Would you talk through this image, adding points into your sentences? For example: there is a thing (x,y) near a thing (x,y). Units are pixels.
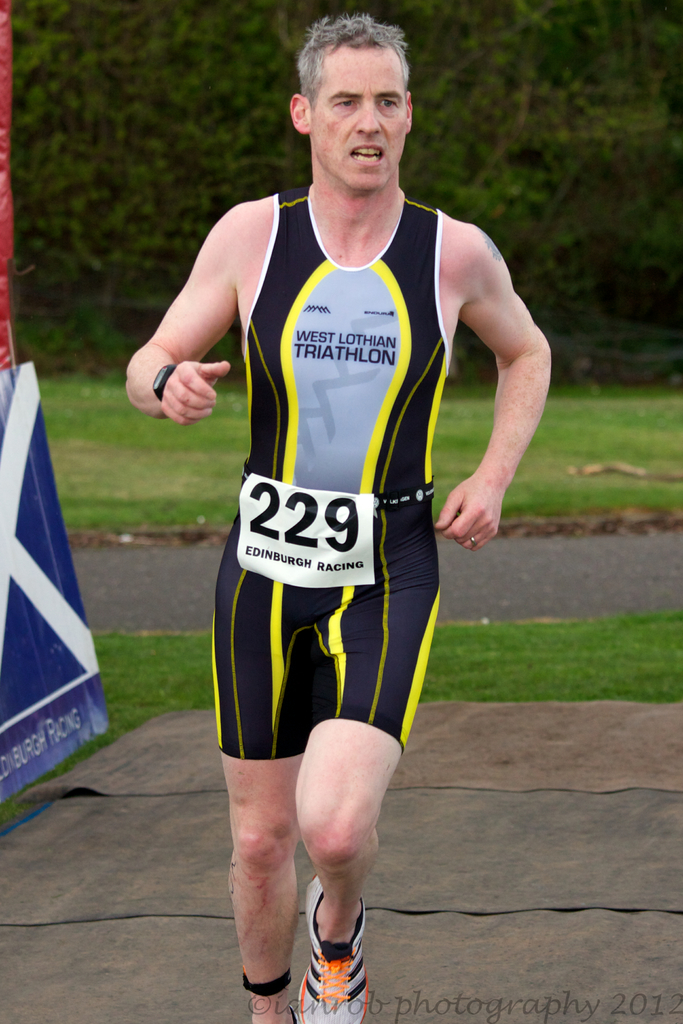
In the middle of the image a man (246,933) is running. Behind him there is grass (638,636) and trees (152,249). On the left side of the image (27,729) there is a banner (39,749).
